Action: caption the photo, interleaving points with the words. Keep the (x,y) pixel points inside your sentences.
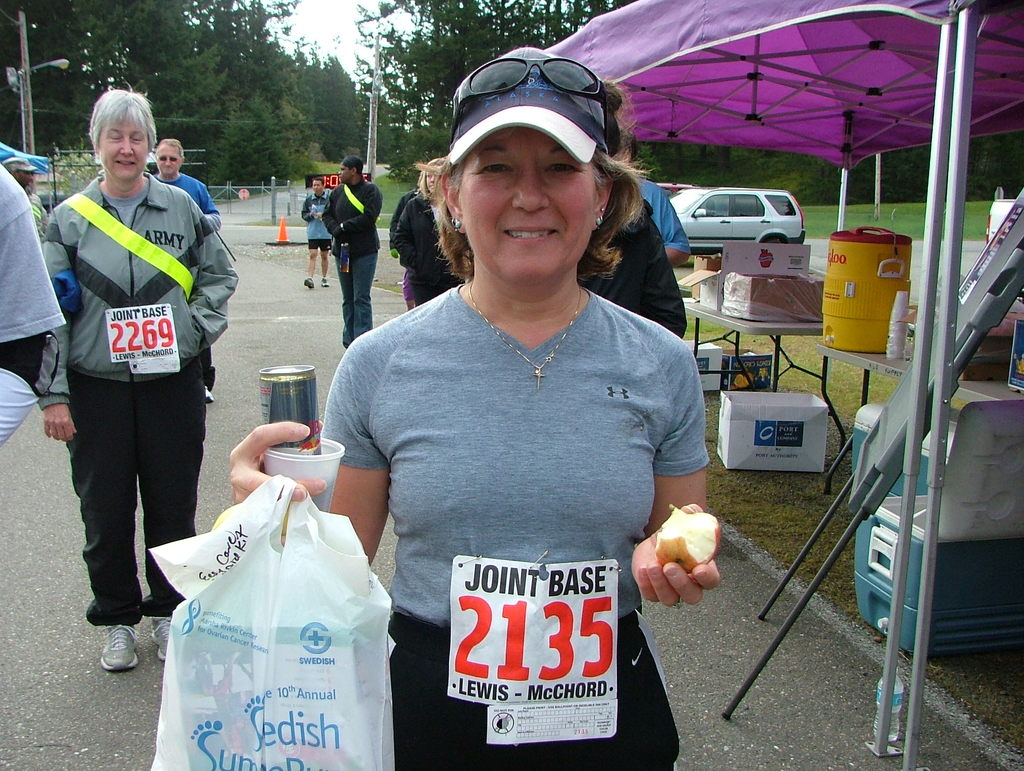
In this image I can see people (515,425) are standing among them this woman (522,468) is holding some objects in the hand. On the right side (838,350) I can see tables (749,320) which has some objects (832,315) on it. In the background (272,83) I can see vehicle (752,234), trees (287,90), poles (28,71), street lights (57,64) and the sky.
